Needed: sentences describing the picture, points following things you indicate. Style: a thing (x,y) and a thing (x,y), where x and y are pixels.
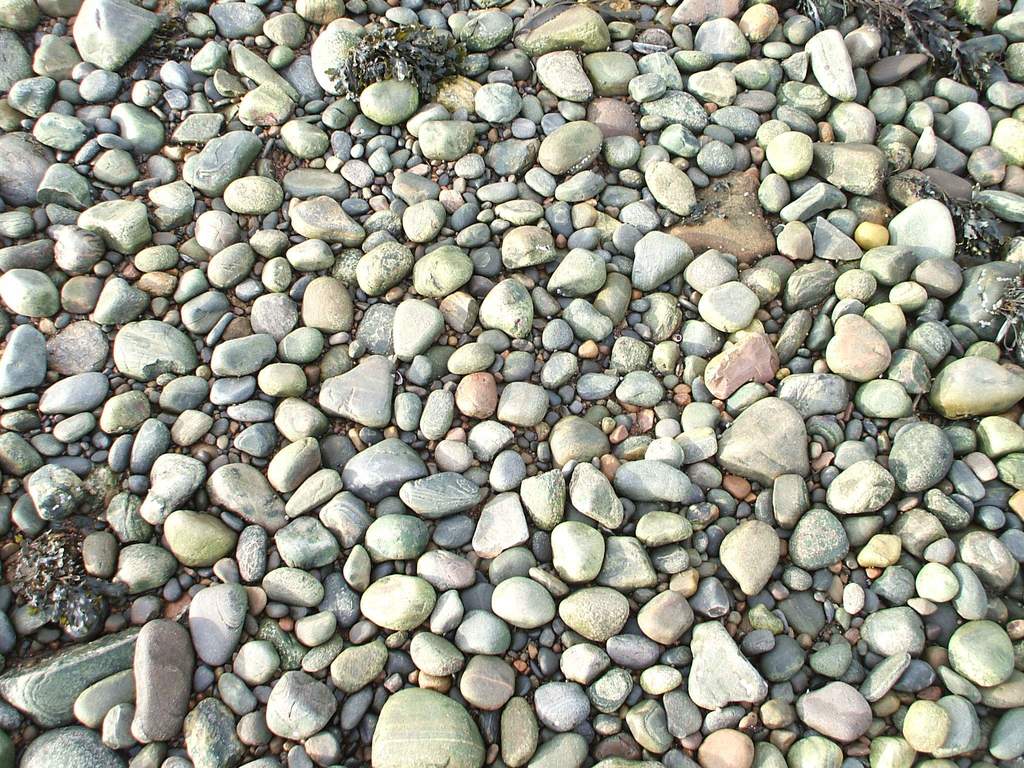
In this image, we can see some stones (269,84) on the ground (244,297).
